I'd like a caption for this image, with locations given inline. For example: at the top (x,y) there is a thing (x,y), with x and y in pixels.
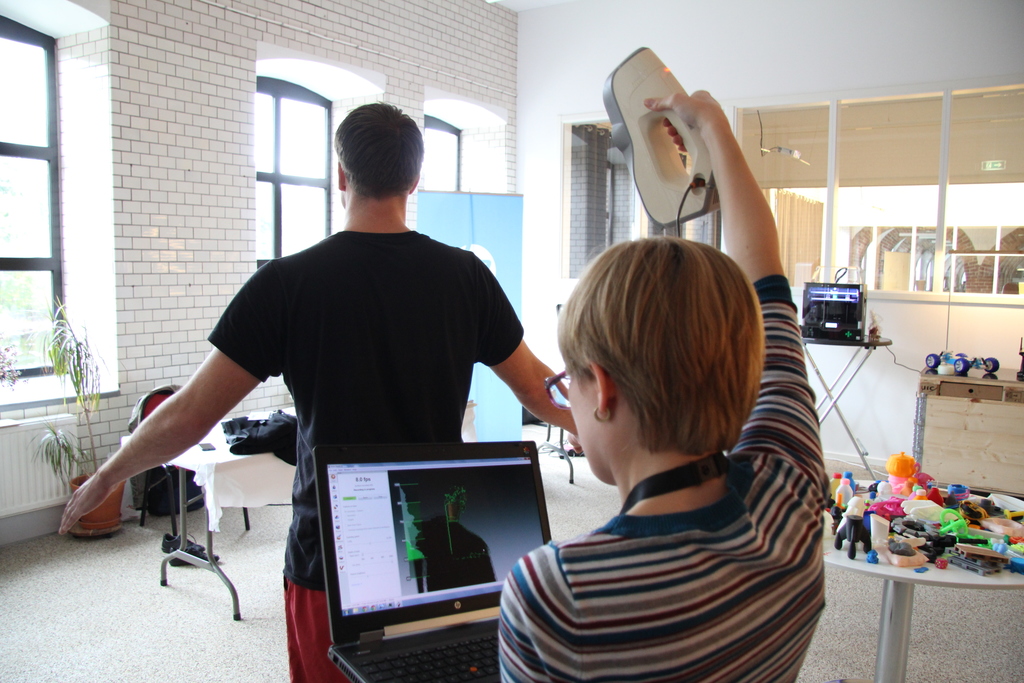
There are two persons (401,414) in the room (523,299) one person (589,598) is holding a laptop (452,584) and equipment (680,171) checking another person (422,318). There is one table (213,477) covered with a cloth (231,482) and there is a black color cloth (253,444) kept on this table (215,472). There is a house plant (65,355) kept in room (84,400). There is a wall (169,212) of bricks (173,169) and a window (45,212) in the room (71,218).
